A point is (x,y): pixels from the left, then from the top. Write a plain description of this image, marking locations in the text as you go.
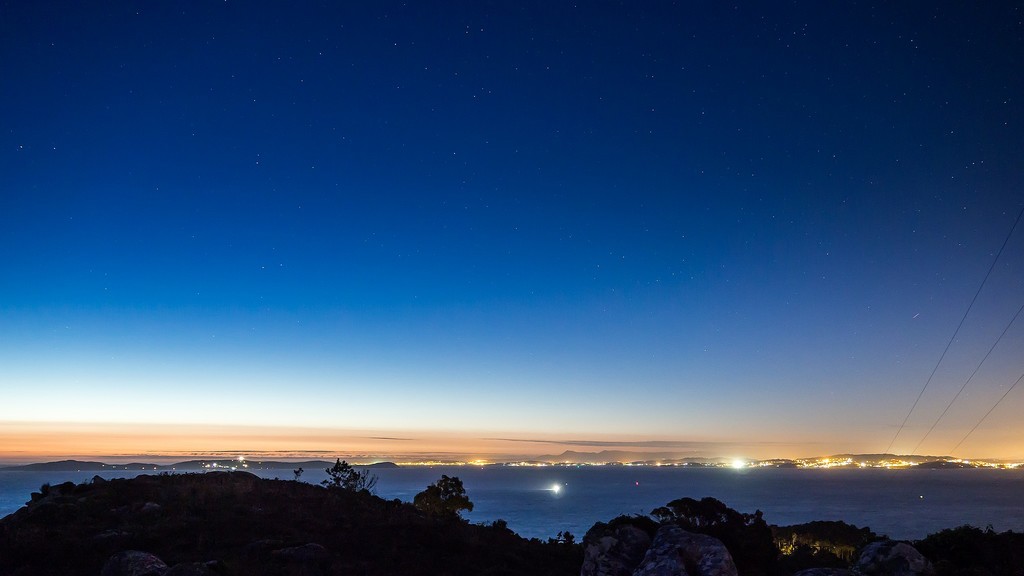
On the bottom (396,568) we can see the mountain (295,486), trees (841,565) and plants (134,482). In the background (507,462) we can see lights (487,462), which is coming from the city (811,462). On the right (1019,220) we can see electric wires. At the top (1017,133) we can see sky (708,58) and stars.
